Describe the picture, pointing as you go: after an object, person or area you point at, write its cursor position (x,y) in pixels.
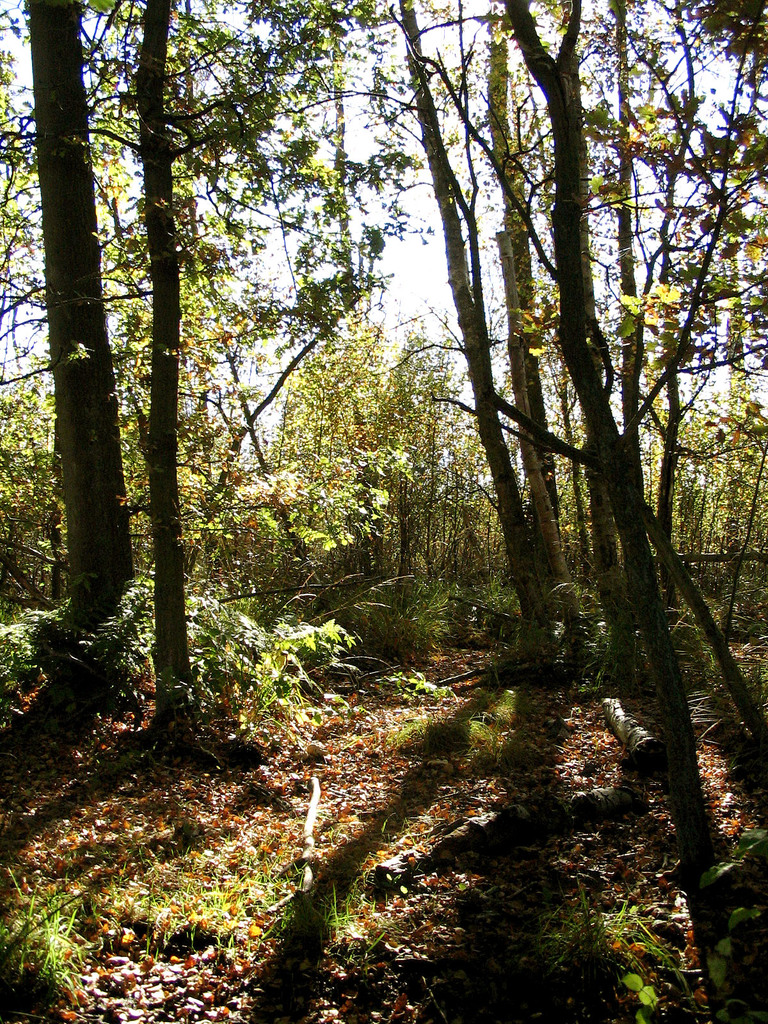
There are some trees (645,425) presenting in this picture.
